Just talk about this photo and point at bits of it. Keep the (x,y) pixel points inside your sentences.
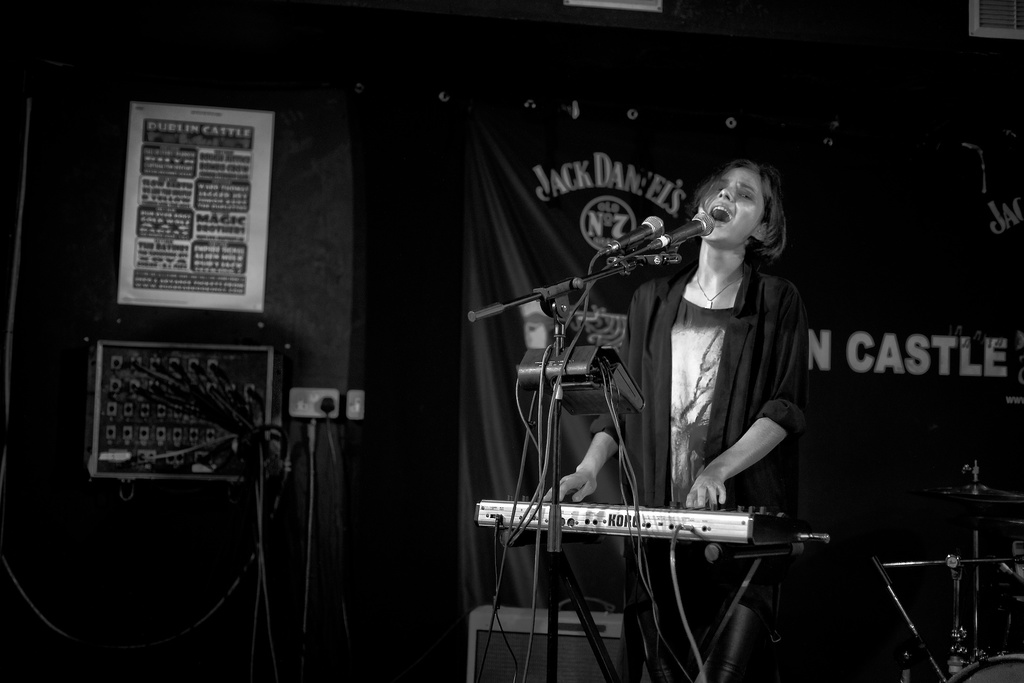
It is the black and white image in which there is a girl (700,329) singing in front of the mic (669,242) while playing the keyboard (640,516). In the background (513,205) there is a banner (563,190). On the left side (301,406) there is a switch board (296,412). On the right side (993,497) there are drums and musical plates (964,492).
